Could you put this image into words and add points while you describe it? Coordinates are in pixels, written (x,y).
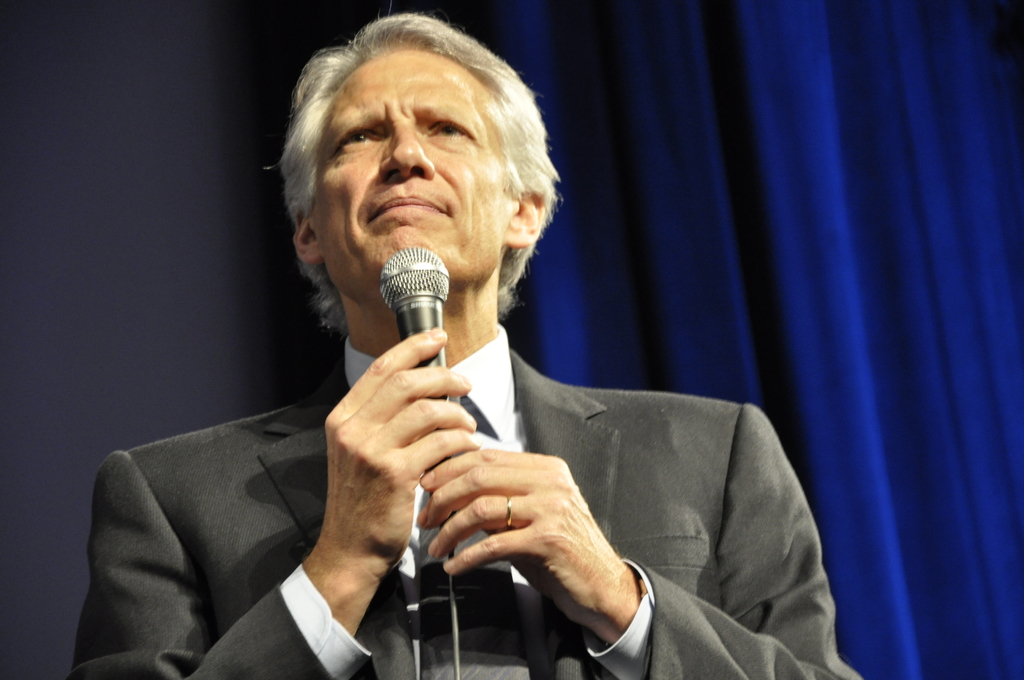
In this picture there is a person (649,496) wearing suit (651,488) and holding a mic (443,353) in his hands (433,385) and the background (712,189) is in blue color.
